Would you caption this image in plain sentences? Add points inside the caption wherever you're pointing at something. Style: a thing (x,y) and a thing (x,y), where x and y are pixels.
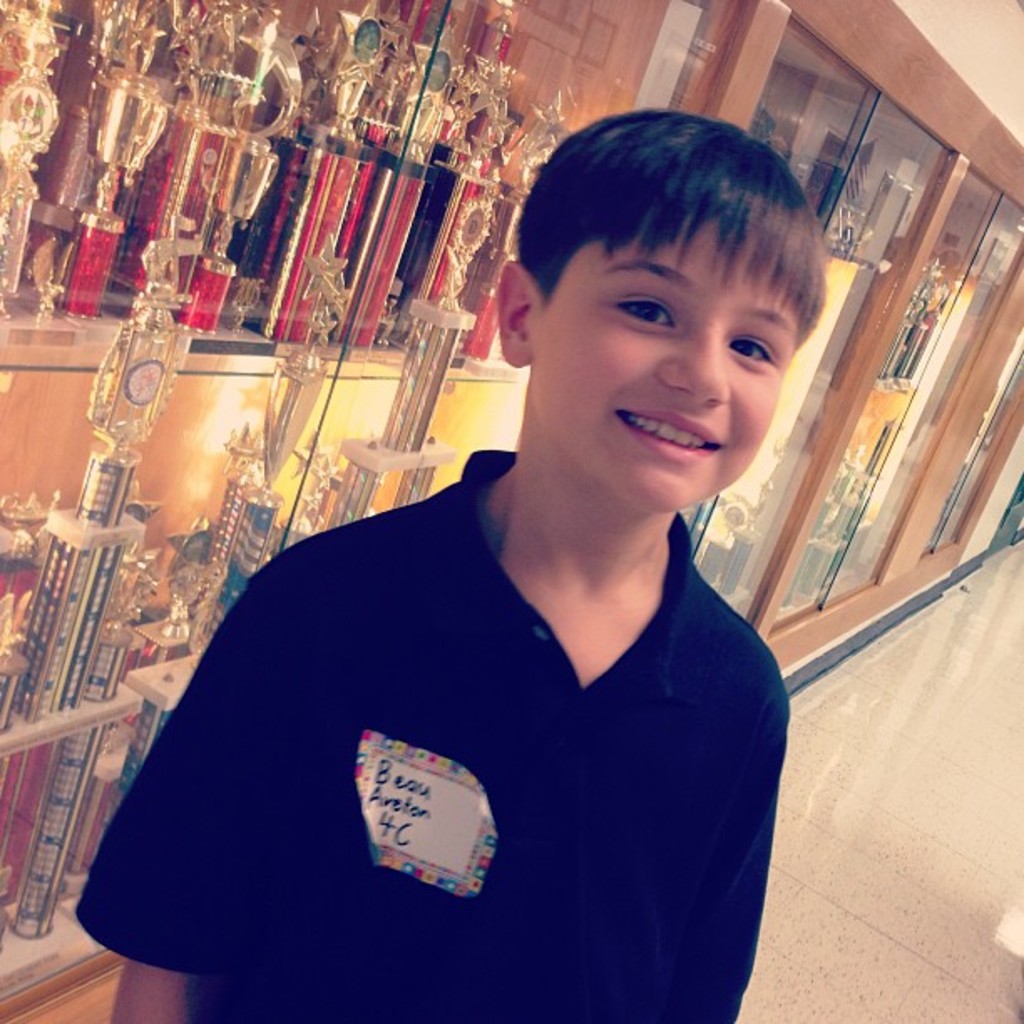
The picture is clicked in a building (994,772). In the foreground (498,664) there is a boy (404,772) standing in blue t-shirt (425,738), behind him there are awards (314,317) and prizes (470,181) in cupboards (857,353). On the right (904,852) it is floor (919,852).
